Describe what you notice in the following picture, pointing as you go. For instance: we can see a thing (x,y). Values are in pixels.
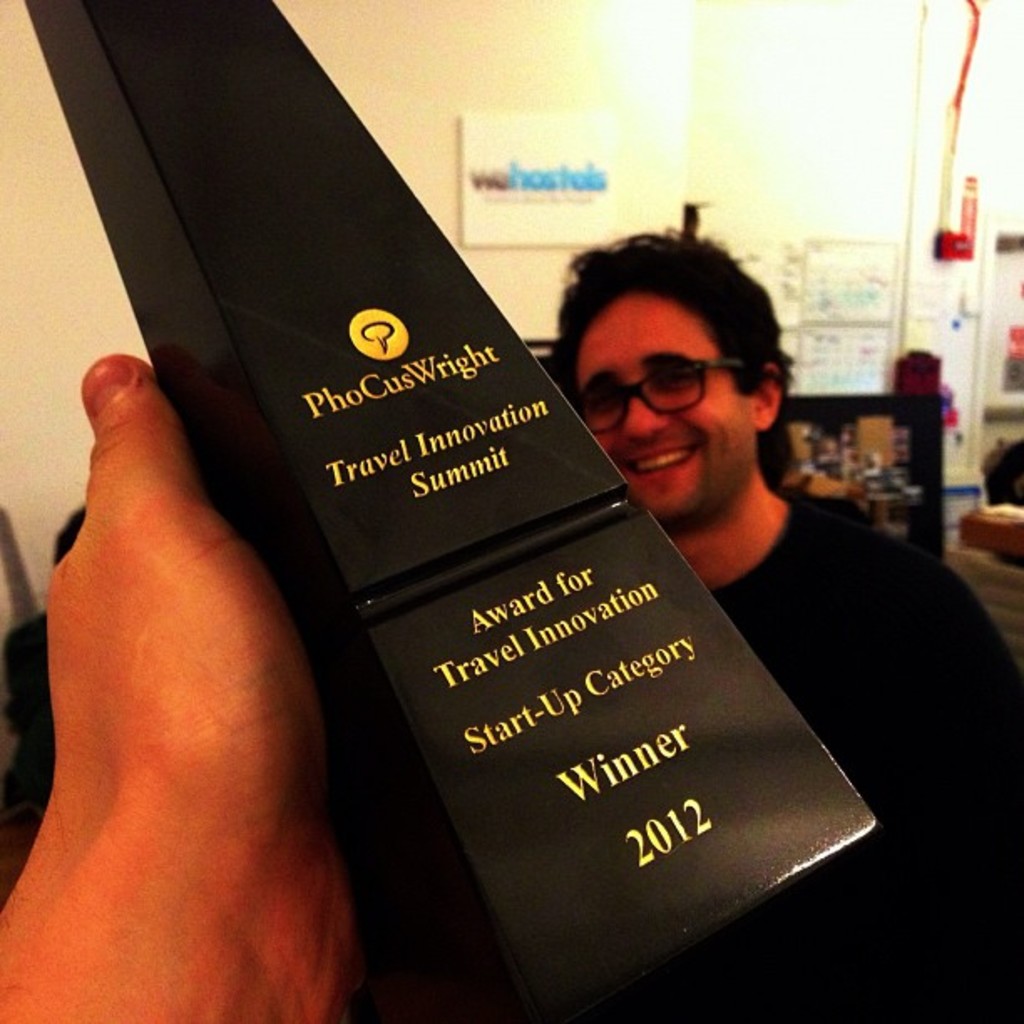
In this image I can see a person (220,638) is holding a trophy (389,663) in hand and one person (814,724) is standing. In the background (823,184) I can see a wall (835,194), board (616,184), table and so on. This image is taken may be in a room (595,469).
